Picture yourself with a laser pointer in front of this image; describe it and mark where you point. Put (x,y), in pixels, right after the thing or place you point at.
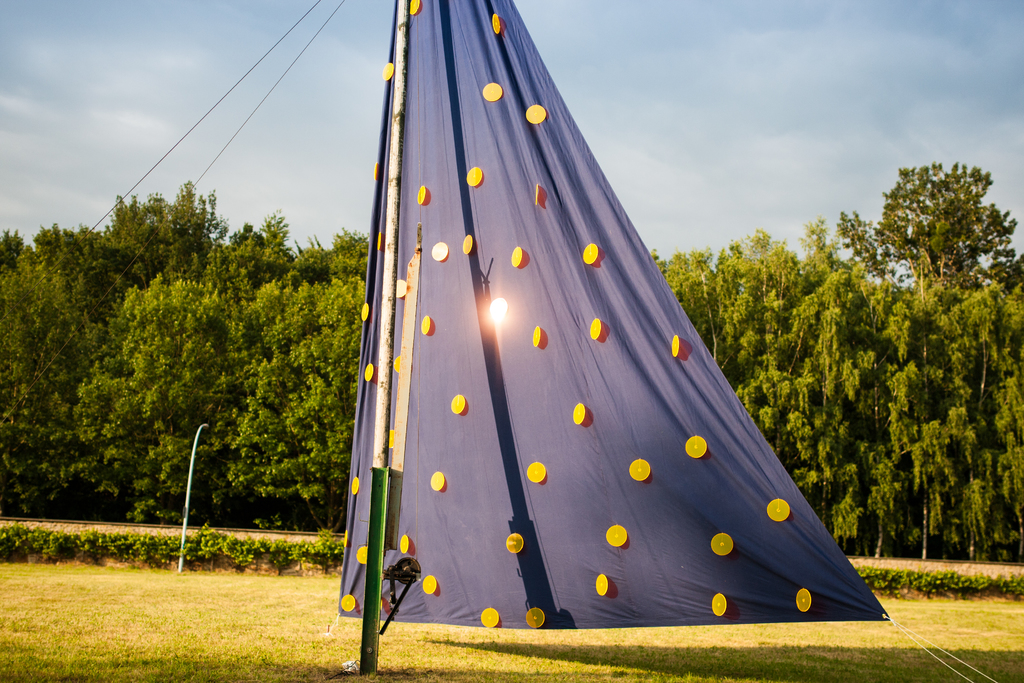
In this picture there is a tent (456,344) in the center of the image (495,361), there is grassland (891,612) at the bottom side of the image (75,589) and there are trees (199,244) in the background area of the image (766,258).
